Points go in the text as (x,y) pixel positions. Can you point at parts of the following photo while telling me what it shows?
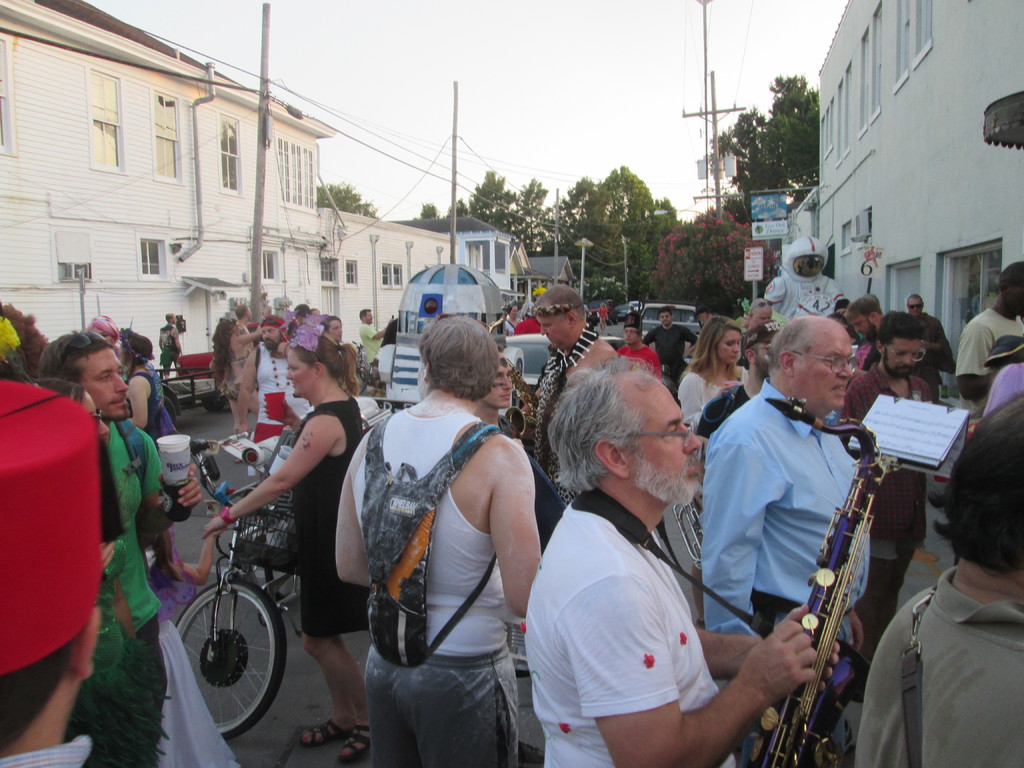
In this image there are people (711,562) standing on a road (290,670) and there are vehicles (197,385), on either side of the road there are buildings (886,252), poles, in the background (626,211) there are trees (630,223) and the sky (576,118).
